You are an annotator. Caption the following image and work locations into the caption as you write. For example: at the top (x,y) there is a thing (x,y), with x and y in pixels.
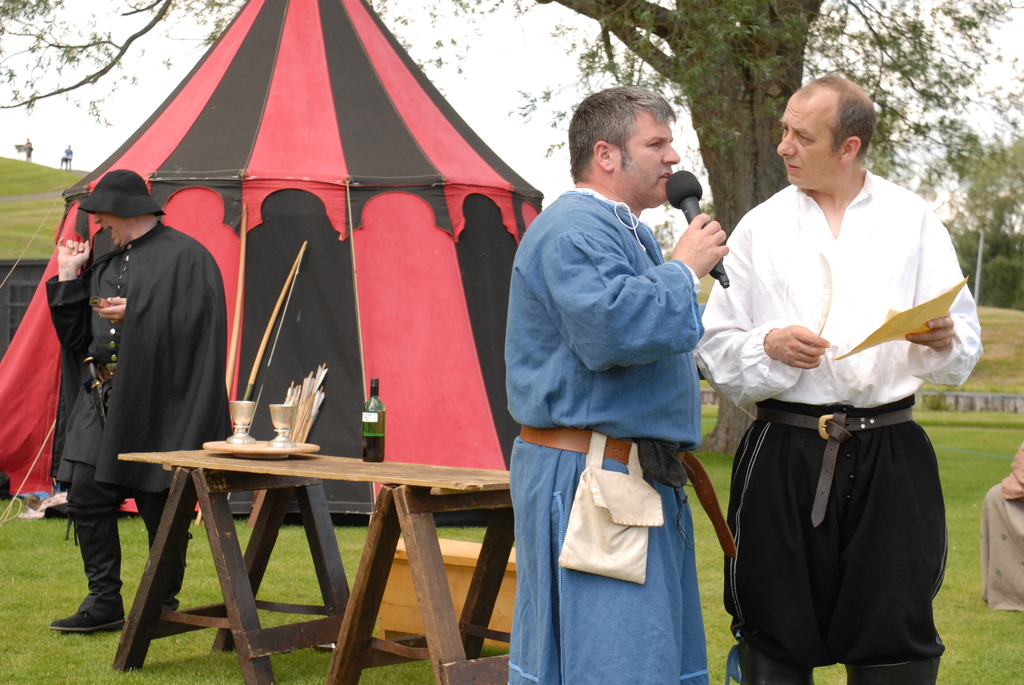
In this picture we can see a table (308,470) with a bottle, glasses (243,410) on it, tent (228,281), trees (731,103) and three people (609,258) standing on the grass (57,524), mic (690,204), paper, sword (92,365), cap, bag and in the background (16,157) we can see two people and the sky (136,89).
